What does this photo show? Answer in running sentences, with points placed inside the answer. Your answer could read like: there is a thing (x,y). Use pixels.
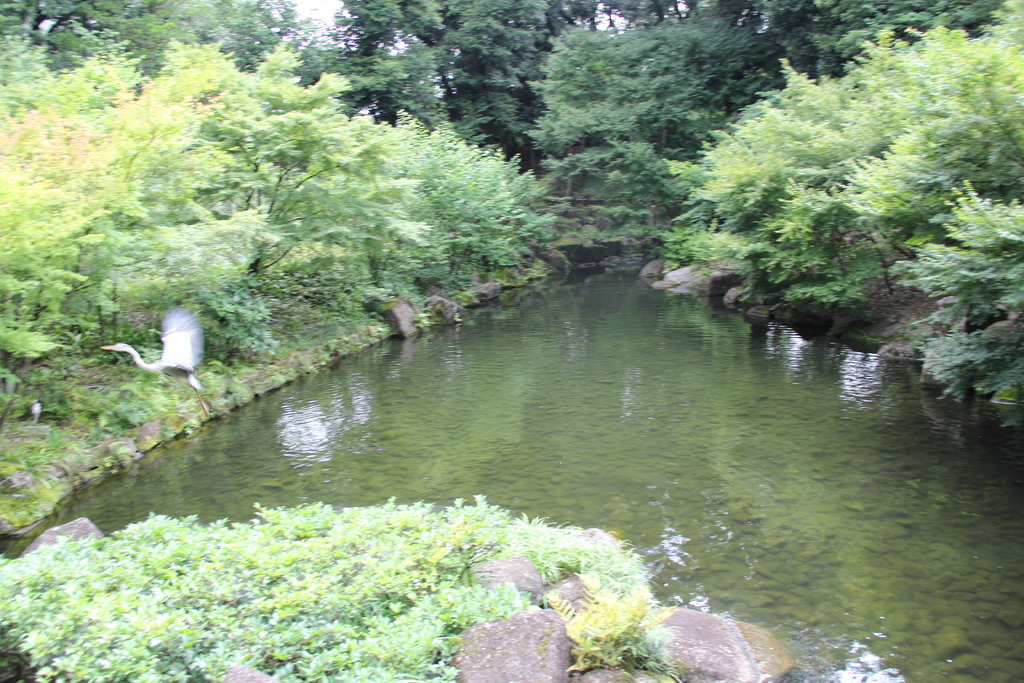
Here in this picture we can see water (629,426) present over a place and we can also see rock stones (180,433) present on the ground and we can also see the ground (136,395) is covered with grass (182,396), plants (280,320) and trees (540,236).
